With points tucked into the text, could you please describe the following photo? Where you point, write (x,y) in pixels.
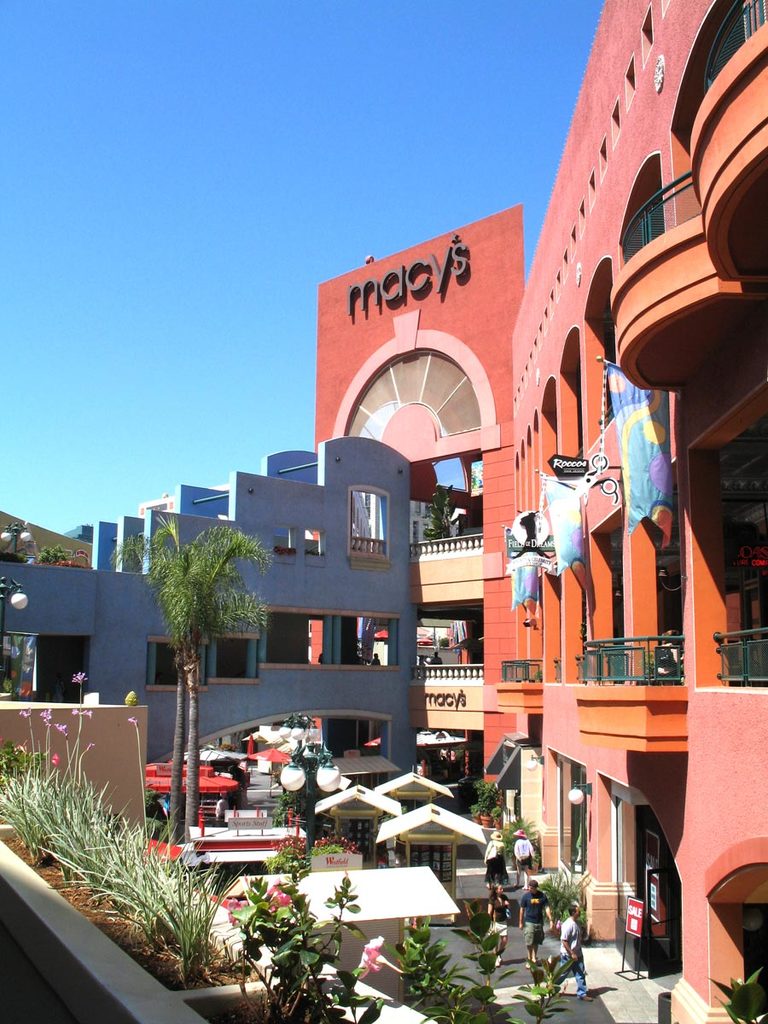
In this image we can see some buildings (522,332) with windows (551,384), some booths (367,830) with the roofs (388,808), a group of people (585,978) walking on the ground (602,952), some plants (456,1014), trees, the street poles (325,752), a signboard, banners (655,496) and the sky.
